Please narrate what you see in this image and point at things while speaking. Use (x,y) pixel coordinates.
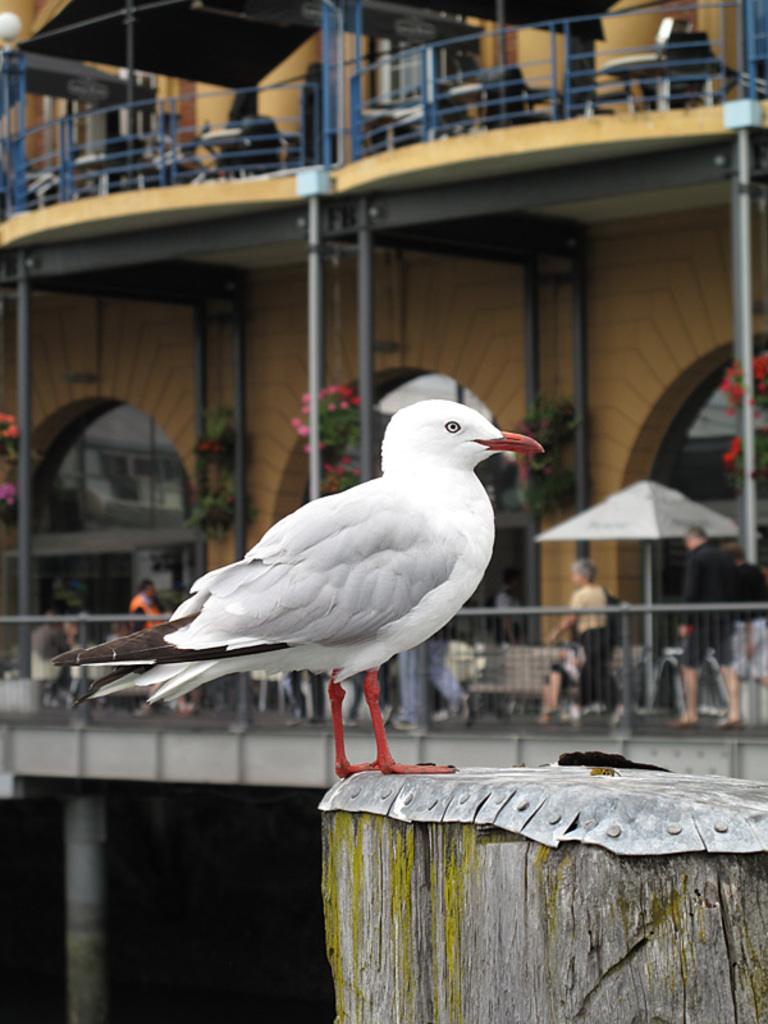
In the center of the image (287,601) we can see a bird (462,472) is standing on the tree trunk (426,864). In the background of the image (473,135) we can see a building (522,571), railing (465,622), plants (547,478), flowers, umbrella (696,516), chairs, tables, pillar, poles (651,594) and some people (735,635) are standing.
